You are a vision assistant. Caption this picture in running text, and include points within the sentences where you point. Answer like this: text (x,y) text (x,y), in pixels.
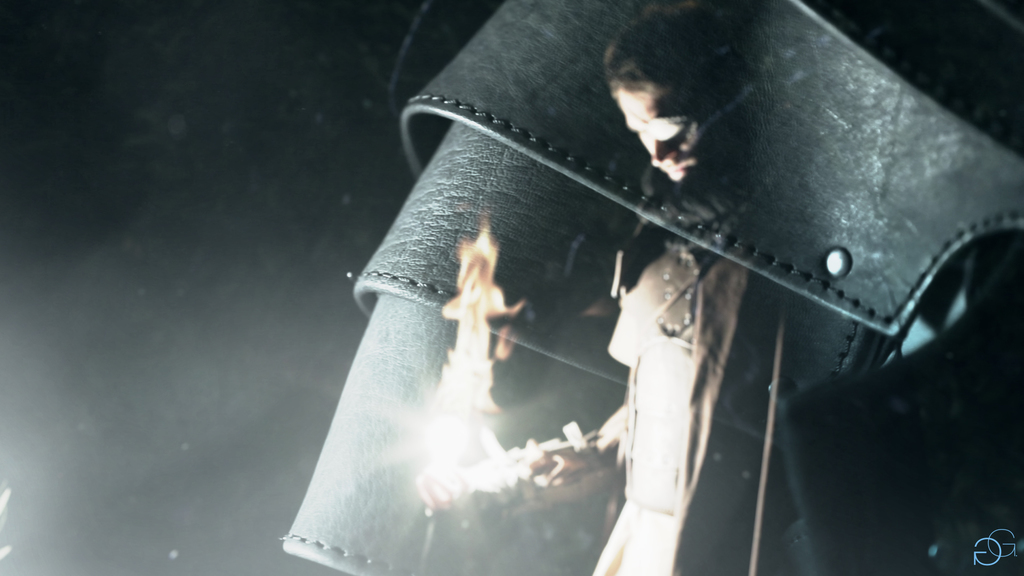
This is an edited image. Here we can see a leather belt (590,276) and on it there is a man (710,428) holding fire stick (484,436) in his hand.
